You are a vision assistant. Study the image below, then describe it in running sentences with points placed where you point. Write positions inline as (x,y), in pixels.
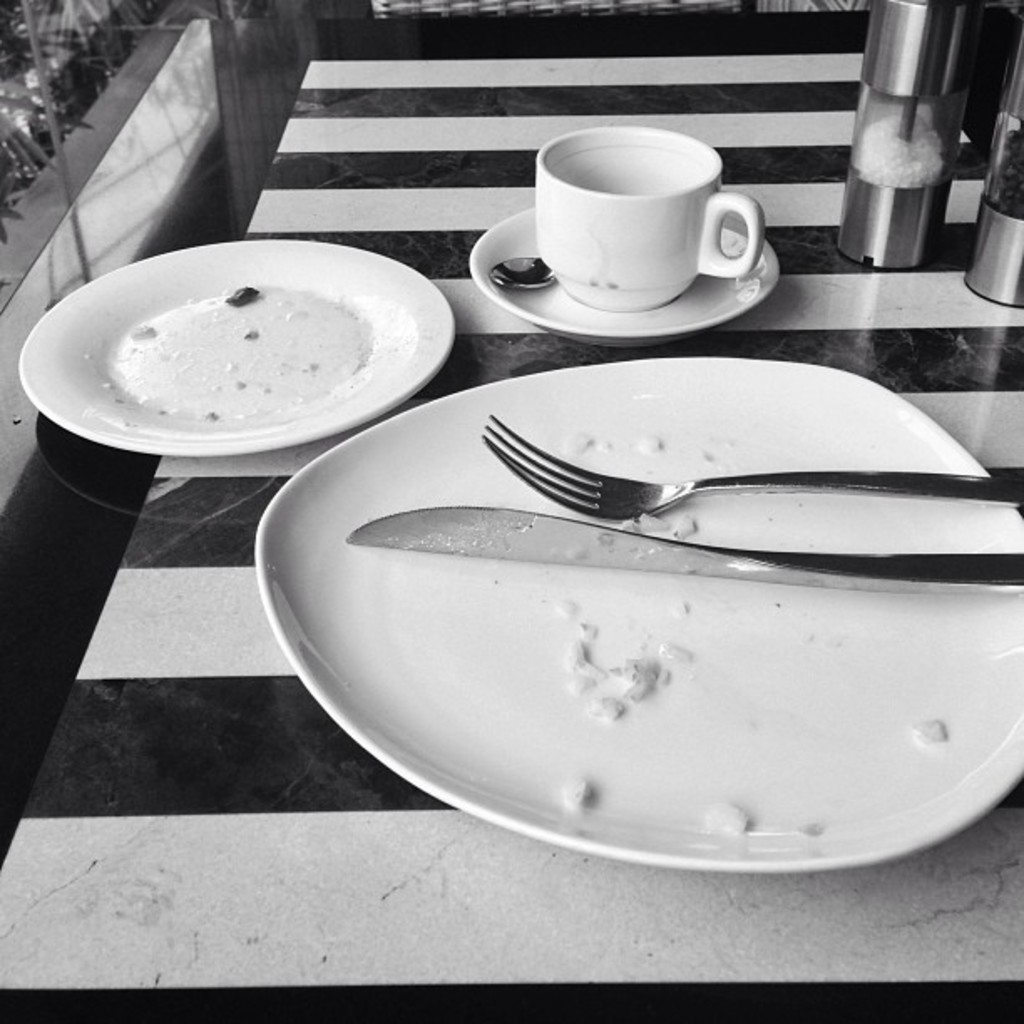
A black and white picture. On this table (96,821) there are plates (374,499), fork (655,502), knife (553,527), jar (955,77) and cup (590,224).
